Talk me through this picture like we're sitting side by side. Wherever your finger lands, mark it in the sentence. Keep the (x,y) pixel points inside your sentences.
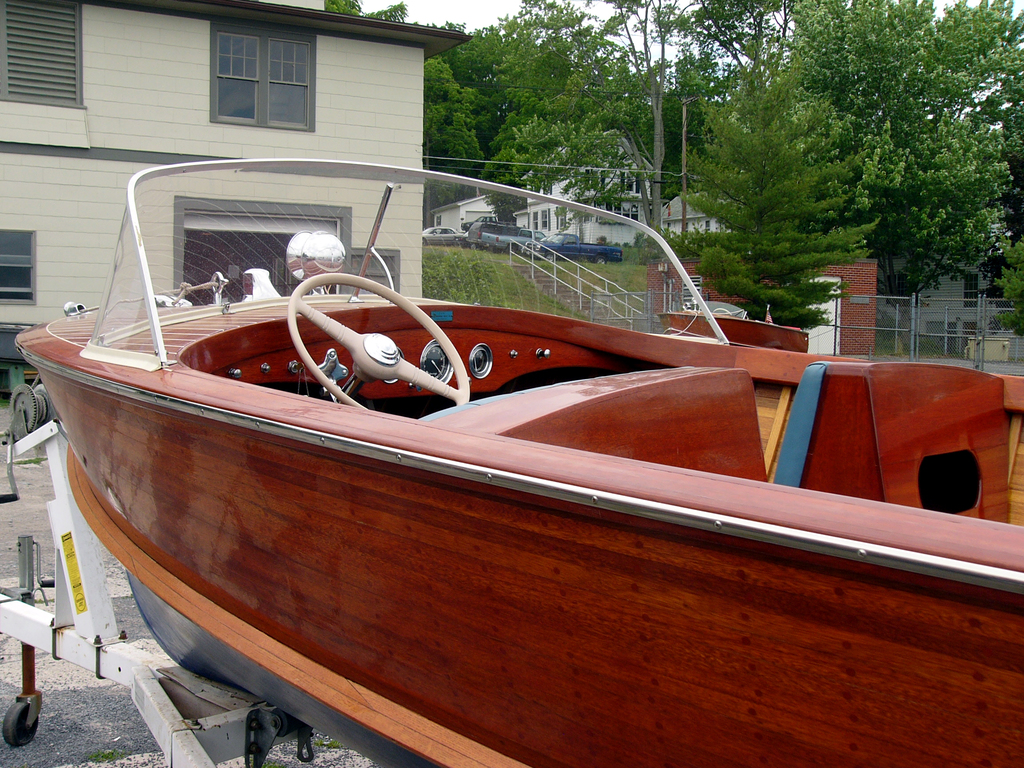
In this image we can see a boat (496,584) with red color is placed on a iron frame (51,451) on the ground (114,758). In the background (831,321) we can see group of vehicles (575,252) parked on the ground (620,271), group of trees (652,158) building (269,115) and a gate (880,325).
